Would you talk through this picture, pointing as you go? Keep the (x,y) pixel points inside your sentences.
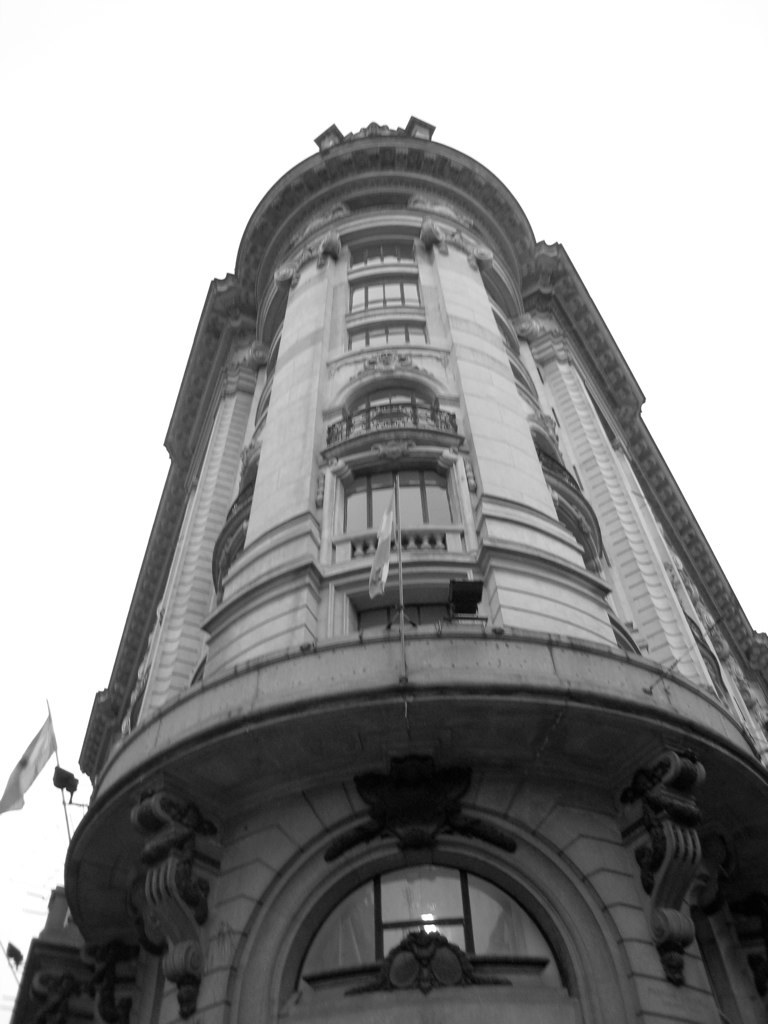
In this image in the center (330,359) there is a building (531,720) and there are some flags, in the background (264,91) there is sky (430,114).
